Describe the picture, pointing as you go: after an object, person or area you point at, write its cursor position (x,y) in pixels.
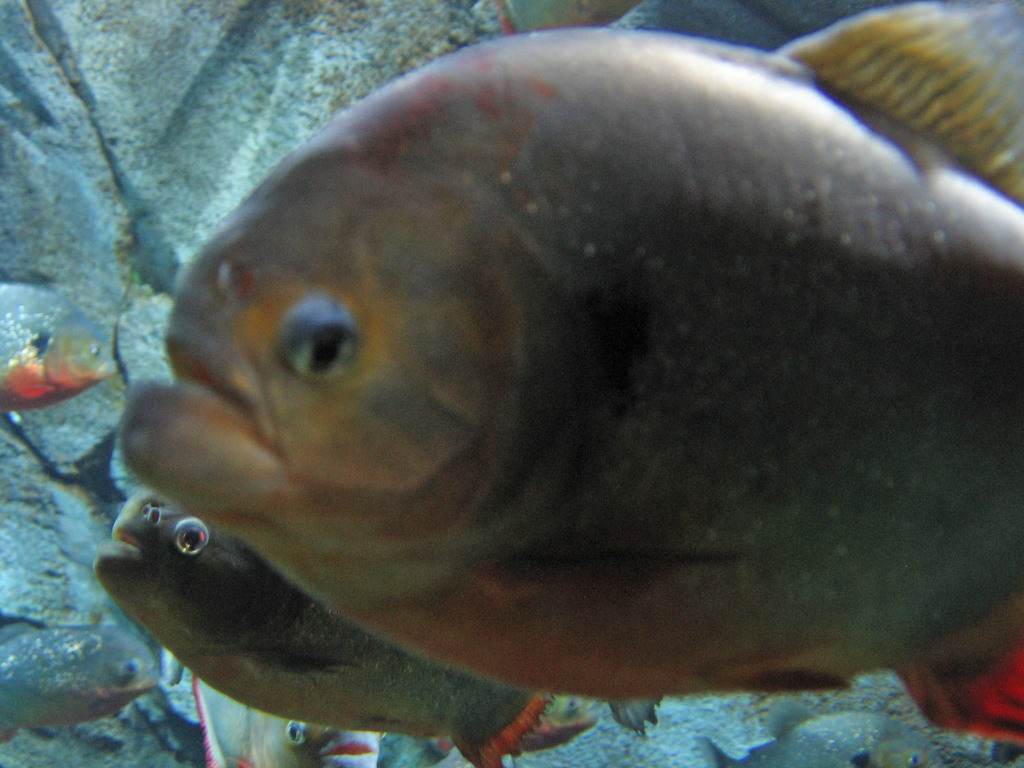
In this image, I can see the fishes (185,601) in the water (752,693). In the background (330,67), that looks like a rock (111,341).
